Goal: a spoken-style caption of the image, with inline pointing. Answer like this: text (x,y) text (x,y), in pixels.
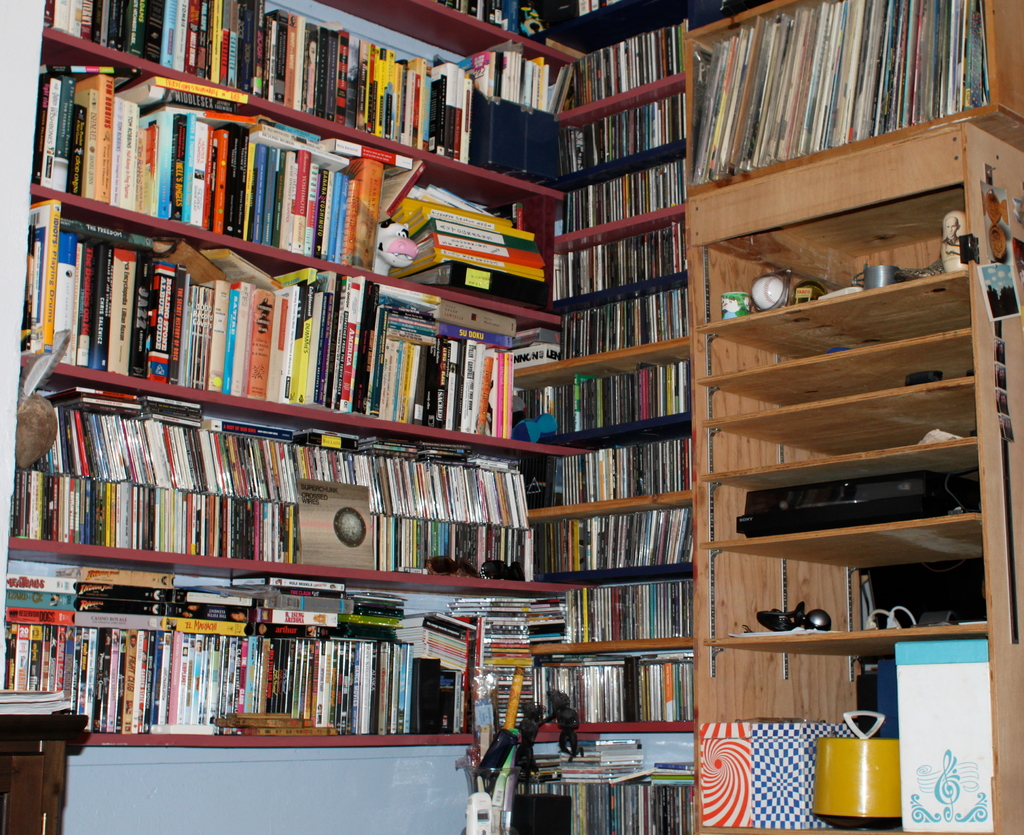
In the image there are cupboard (657,211) with many books (227,104). On the right side of the image (736,370) there is a cupboard (733,523) with cups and many other items (762,756) in it.
